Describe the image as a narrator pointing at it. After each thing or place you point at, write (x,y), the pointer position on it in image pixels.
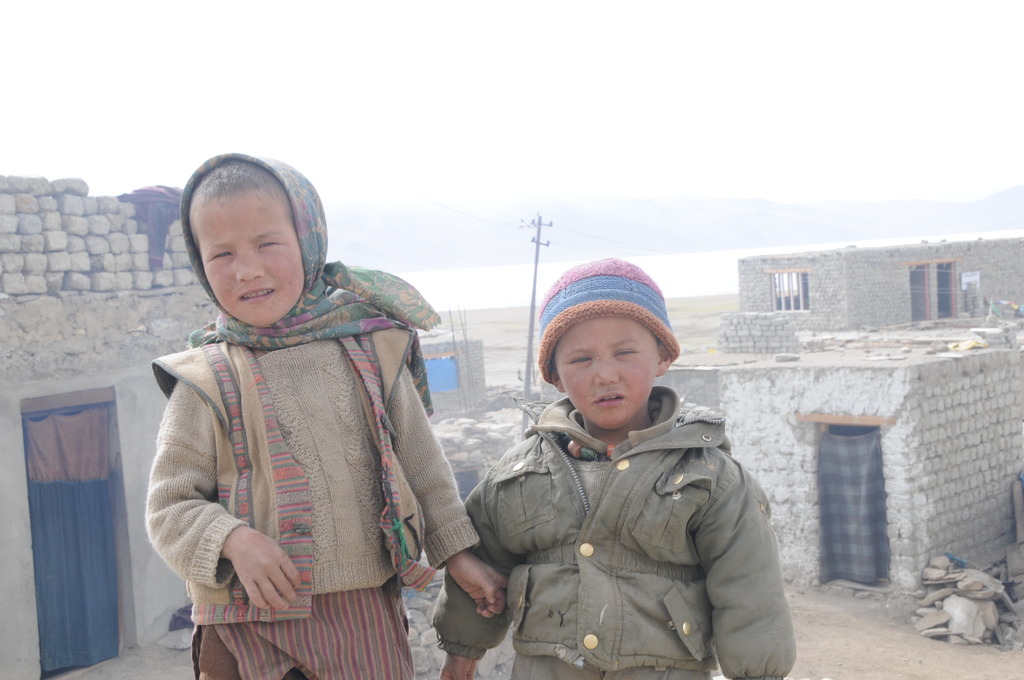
This picture shows two kids (296,262) and we see one of them wore cap (584,302) on the head (606,390) and another one wore cloth (307,323) on the head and both of them wore coats (563,548) and we see couple of houses (40,303) and a electrical pole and a cloudy sky (564,120).
